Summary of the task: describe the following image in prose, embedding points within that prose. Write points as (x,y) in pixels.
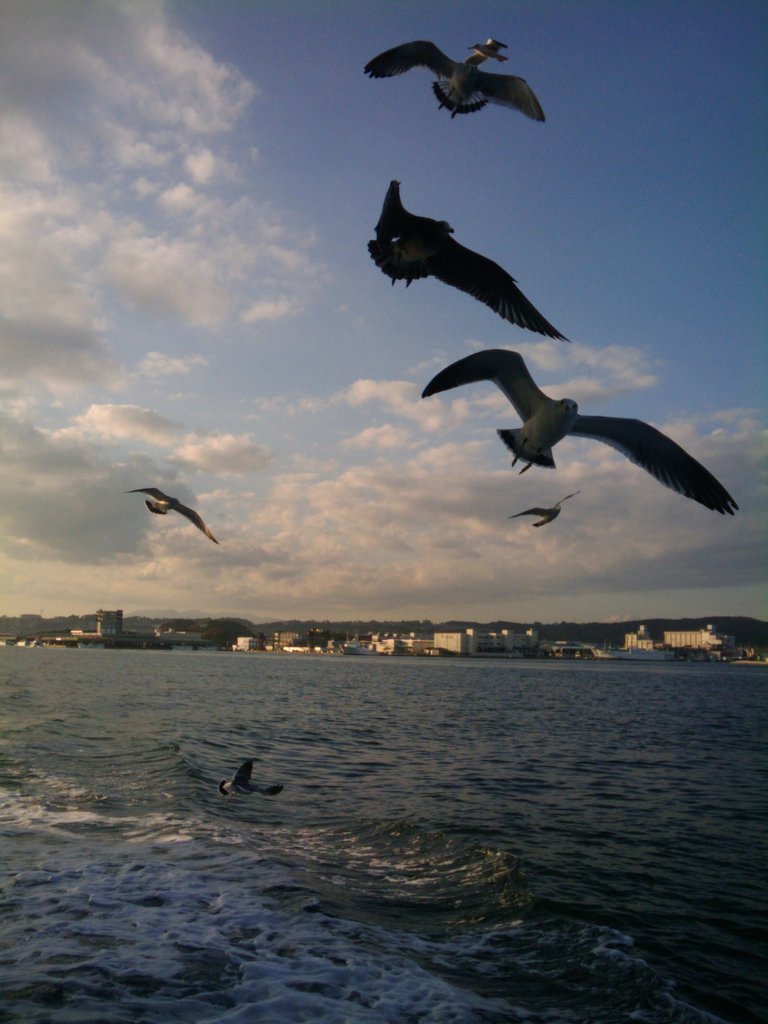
In this image there is the sky (241,282) towards the top of the image (245,208), there are clouds (436,479) in the sky (284,350), there are mountains (630,624), there are buildings (450,645), there is water (395,656) towards the bottom of the image (213,867), there are birds (484,81) flying.
